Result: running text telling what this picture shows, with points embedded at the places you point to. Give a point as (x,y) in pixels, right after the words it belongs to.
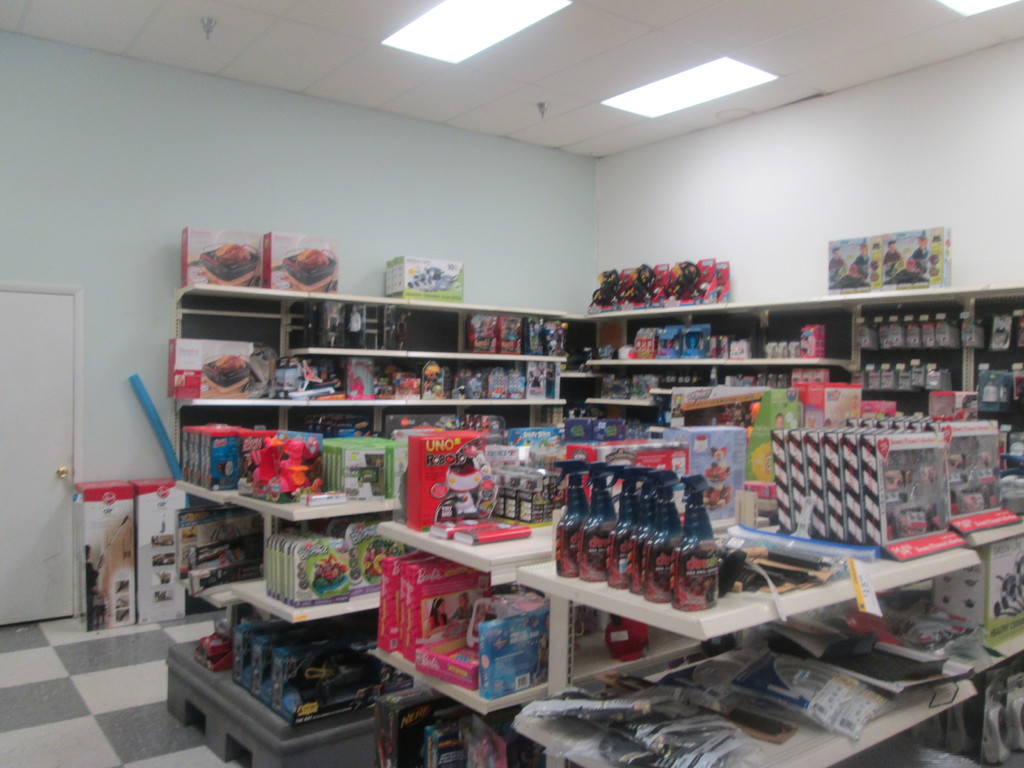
In this picture I can see number of boxes (298,375) and other things (574,570) on the racks (268,409) and I can see the floor (93,652) on the left side of this image (110,674). In the background (24,235) I can see the wall (928,91) and I can see a door (59,552). On the top of this picture (578,110) I can see the lights (452,2) on the ceiling (366,84).
